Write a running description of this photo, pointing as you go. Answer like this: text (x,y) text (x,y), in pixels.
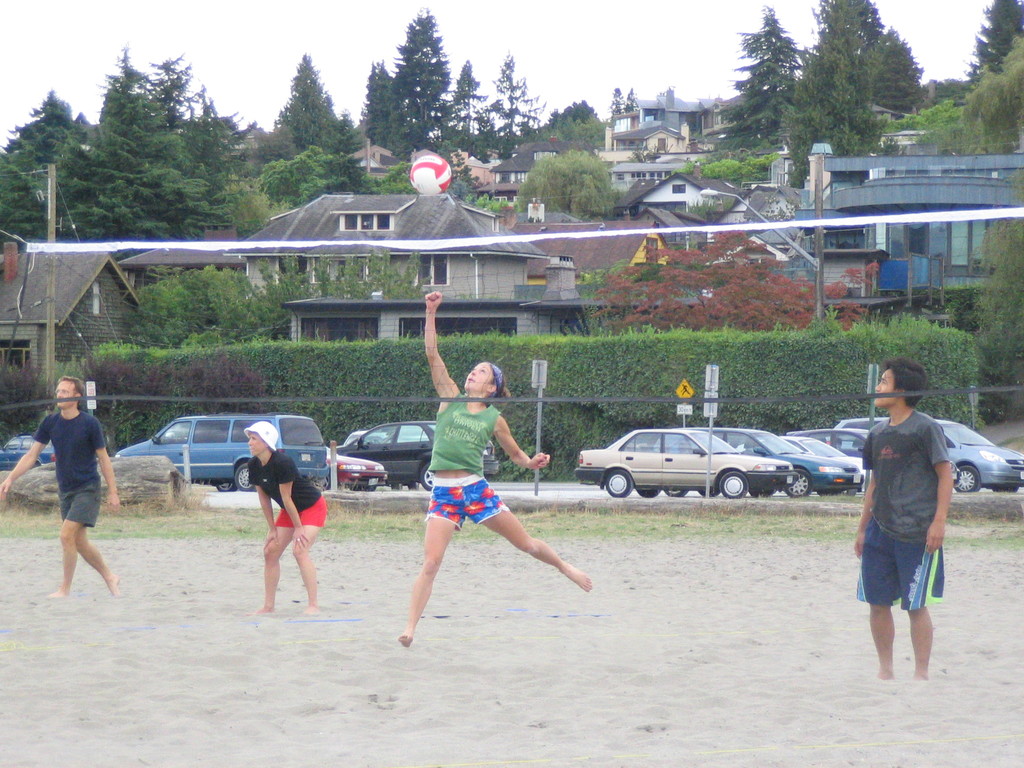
In this picture we can see group of people (282,455), few (285,468) are playing game and we can see a ball (438,163), in front of them we can find a net (358,248), in the background (401,304) we can see few cars (238,440), sign boards (710,383), buildings (456,233) and trees (600,198), and also we can see few poles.
